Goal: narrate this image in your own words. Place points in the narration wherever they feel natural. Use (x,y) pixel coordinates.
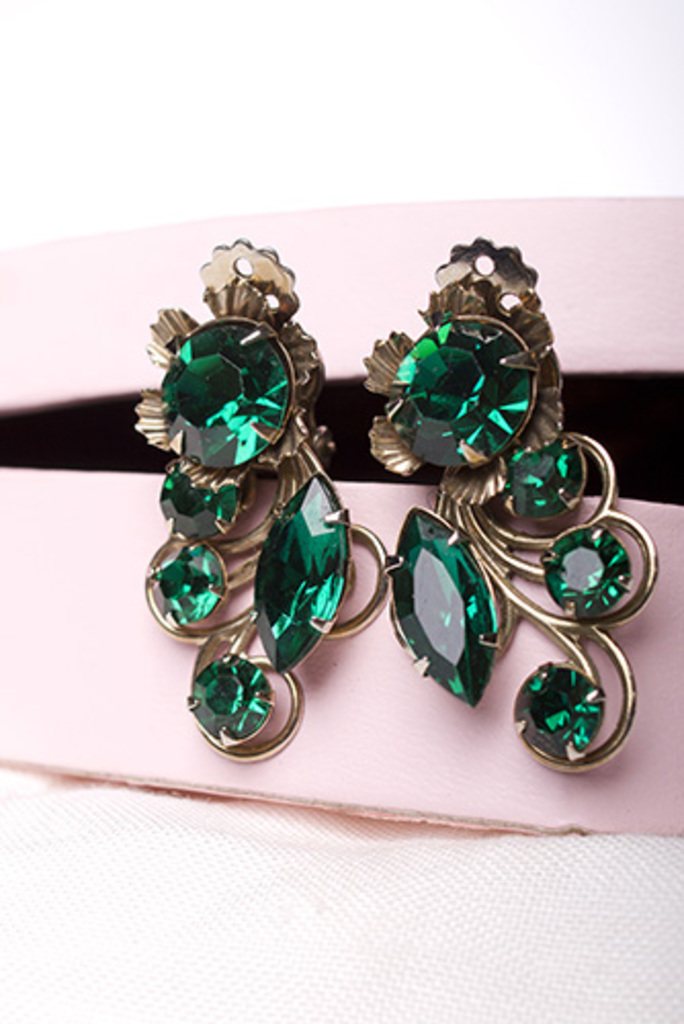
In this picture we can observe a pair of earrings (295,424). We can observe green color stones (253,417) on these earrings (464,547). They were placed in the pink color box (295,743). We can observe a white color cloth (276,900) here.
